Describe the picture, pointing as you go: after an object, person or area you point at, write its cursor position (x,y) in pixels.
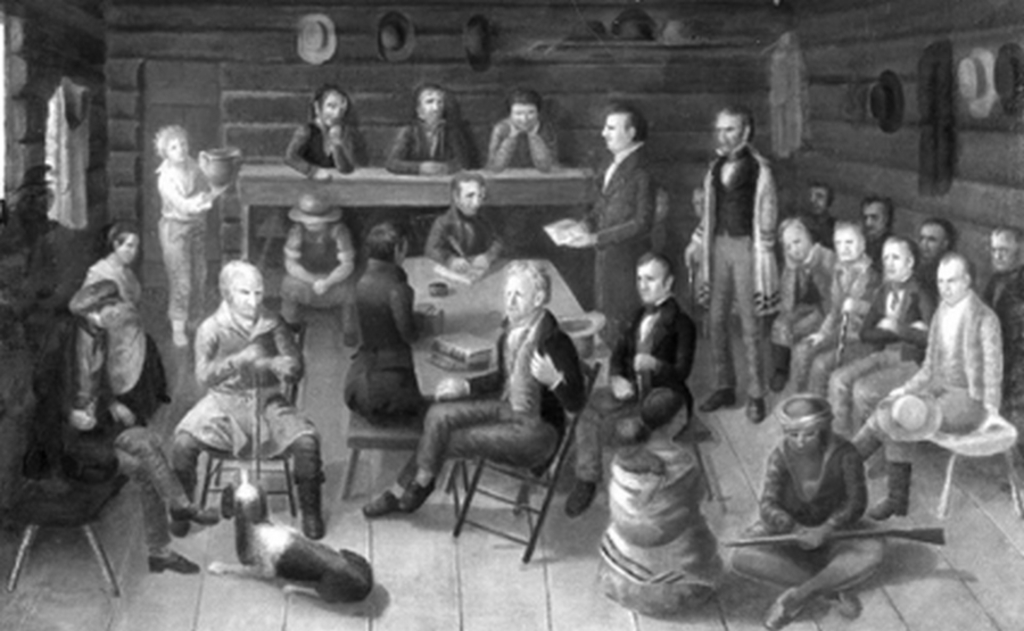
There are three persons (342,116) sitting on chairs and keeping their hands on the bench (293,180). In front of them, there are other persons (888,277), some of them are sitting on chairs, some are standing and a person (799,430) who is holding a gun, sitting on the floor (900,580). There is a table (431,297). On which, there are some objects (437,285). In the background (523,29), there are caps (477,29) arranged on the walls (574,29) and there are windows (2,149).
